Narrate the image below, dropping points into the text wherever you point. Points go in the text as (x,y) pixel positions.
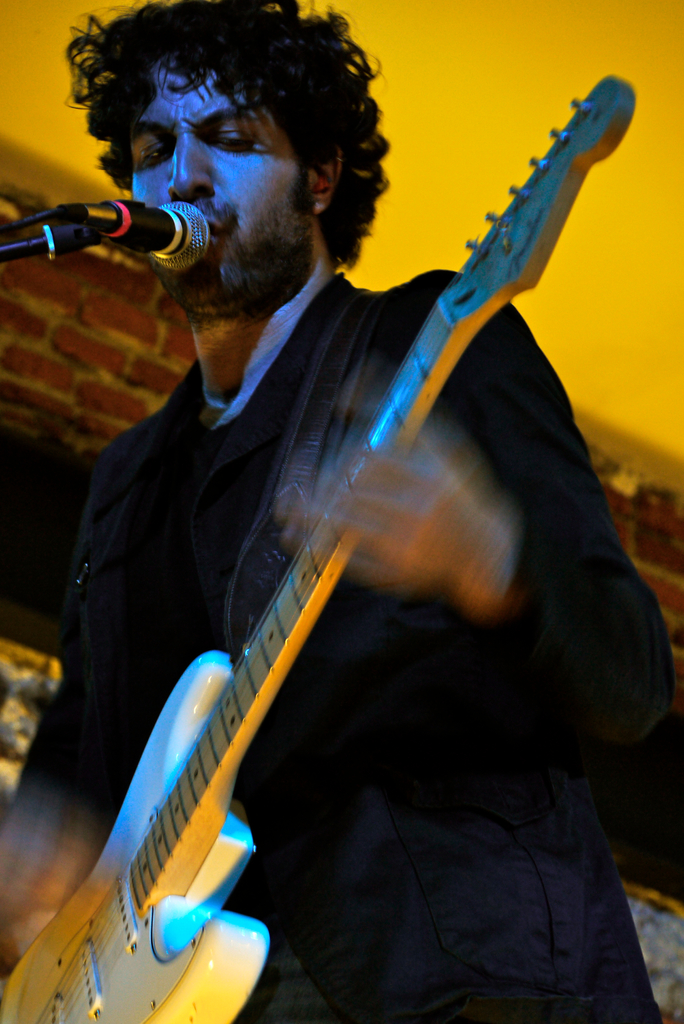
In this image person (392,805) is standing by holding the guitar (476,251). In front of him there is a mike (161,259). At the background (145,392) there is wall (634,511).
